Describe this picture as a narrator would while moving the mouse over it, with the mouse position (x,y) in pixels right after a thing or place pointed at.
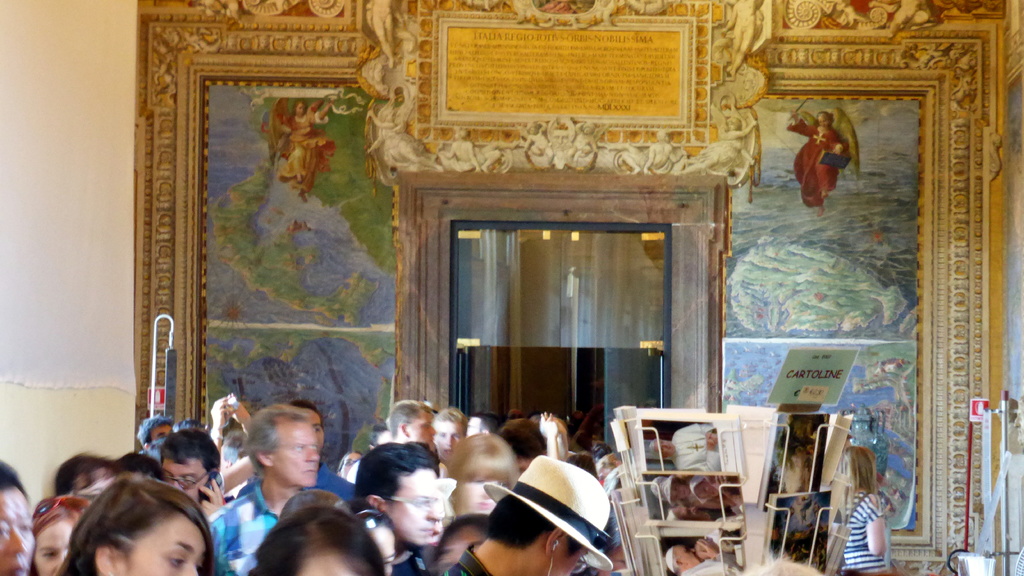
In the image there are many people (433,481) standing on the floor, there is a book rack (764,471) in the middle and in the back (696,355) there is wall (332,155) with paintings (324,181) and glass door (543,317) in the middle of it.
